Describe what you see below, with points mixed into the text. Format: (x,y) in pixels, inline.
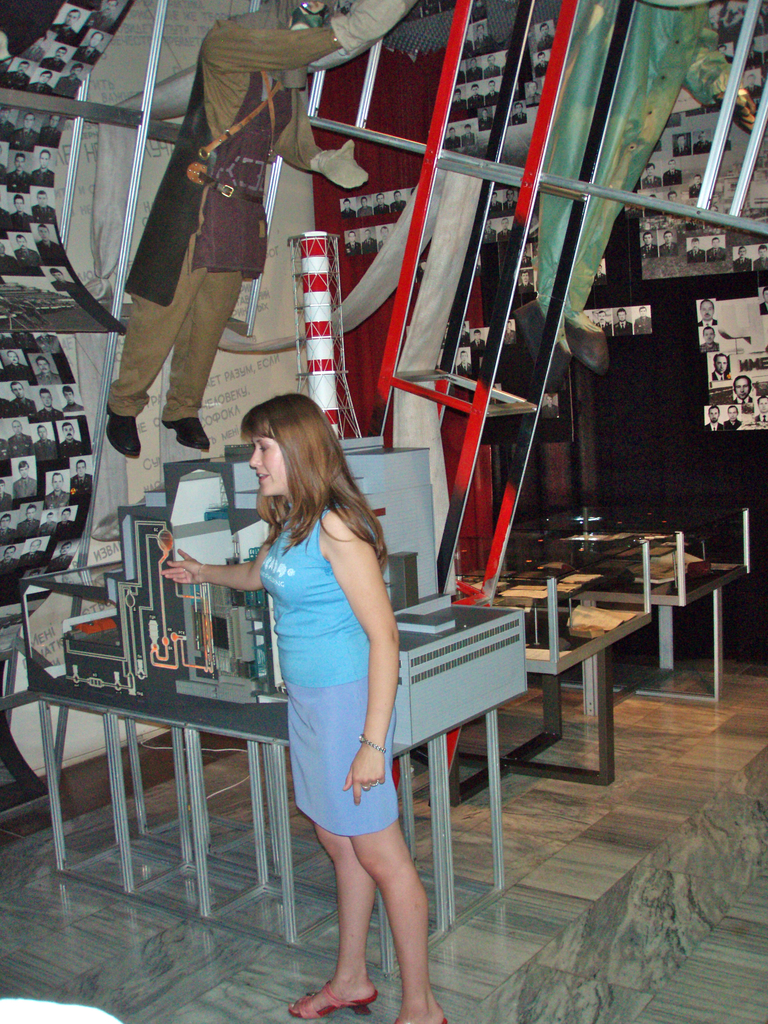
In this picture there is a woman (373,634) who is wearing t-shirt (307,645), skirt (322,802) and shoe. She is standing near to the table (498,766). On the table (437,796) I can see the depictions (242,562) of a building (444,605) and other objects (238,646). At the top (142,270) I can see the statue (258,268) who is wearing officer's dress (173,261) and shoe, which is hanging on the pole (149,72). On the right (651,313) I can see many photos (707,336) and posters (752,358) which are attached on the black wall (692,379).
